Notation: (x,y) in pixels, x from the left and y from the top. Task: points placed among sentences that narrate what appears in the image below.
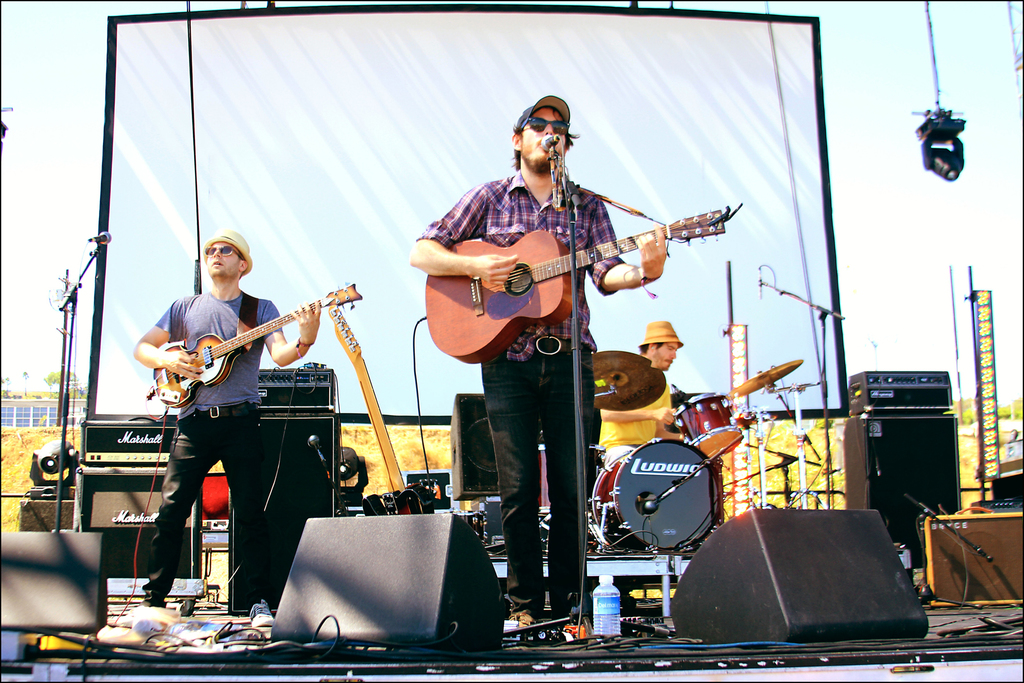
There are two persons (528,187) playing guitar (488,341). These are the mikes (105,236). Here we can see a man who is playing drums (719,413). These are some musical instruments (731,426). On the background (258,289) there is a screen (416,134) and this is sky (857,106).
